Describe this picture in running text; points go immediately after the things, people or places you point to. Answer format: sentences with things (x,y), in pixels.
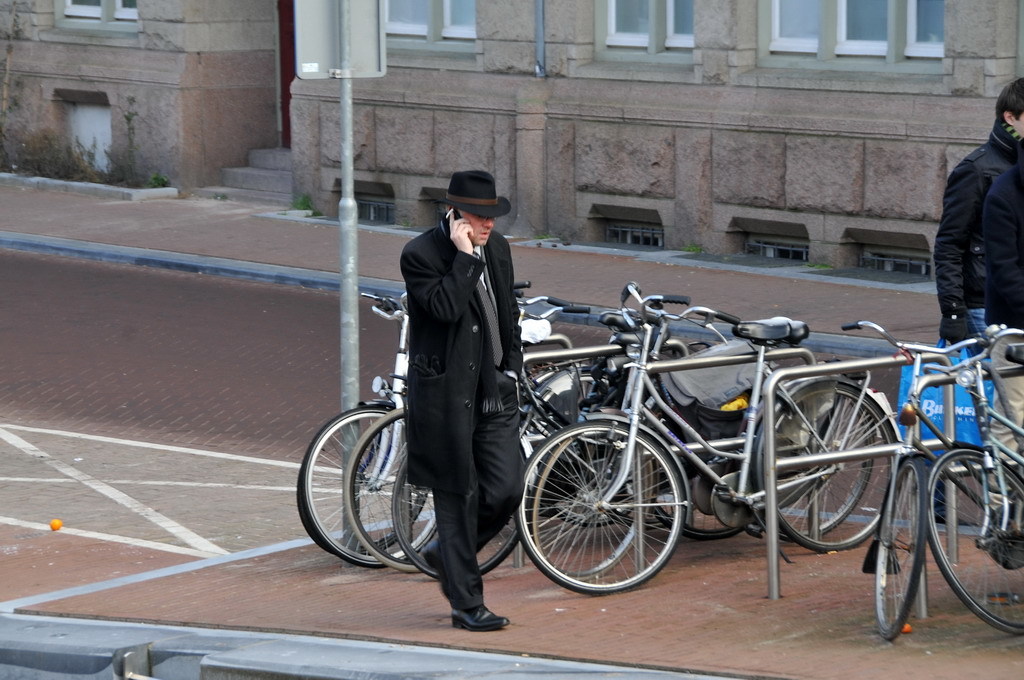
In this picture I can see there is a man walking here and he is wearing a black coat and there are bicycles (911,509) parked here and there is another man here on to the right (1009,219). In the backdrop (946,120) I can see there is a building (479,100) here and it has some windows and a door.
